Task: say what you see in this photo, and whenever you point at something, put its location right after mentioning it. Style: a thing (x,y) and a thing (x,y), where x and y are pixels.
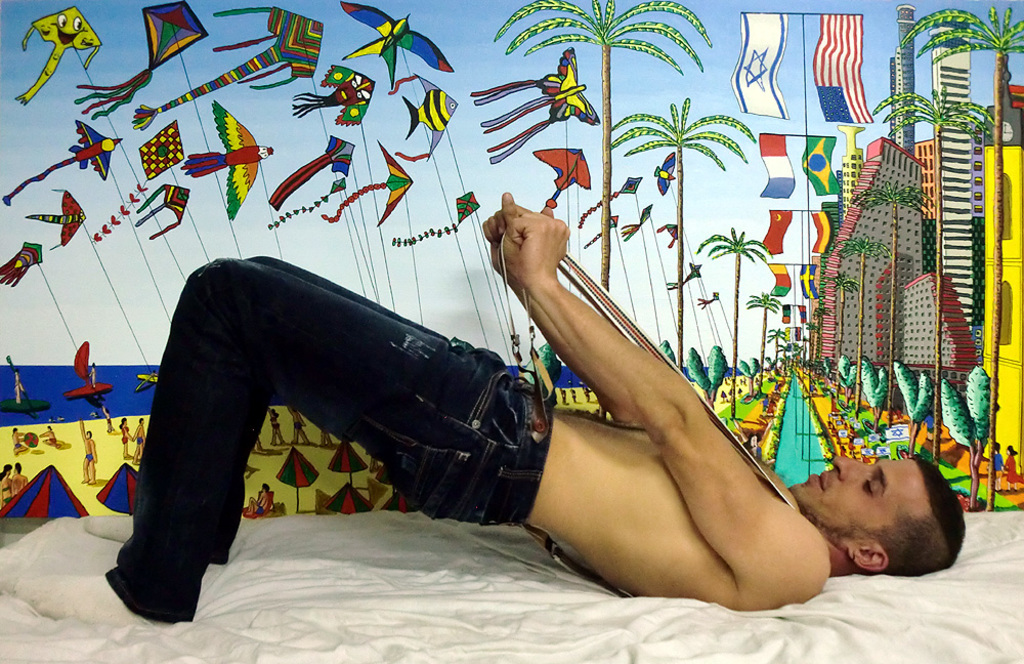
There is a person (341,322) on a bed (479,572) is holding a belt (513,326). In the back (363,151) there is a wall (298,125) with painting (178,158) of kites (178,158), birds (219,165), flags (860,102), building (884,175), trees (859,285), people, tents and many other things (34,400).
